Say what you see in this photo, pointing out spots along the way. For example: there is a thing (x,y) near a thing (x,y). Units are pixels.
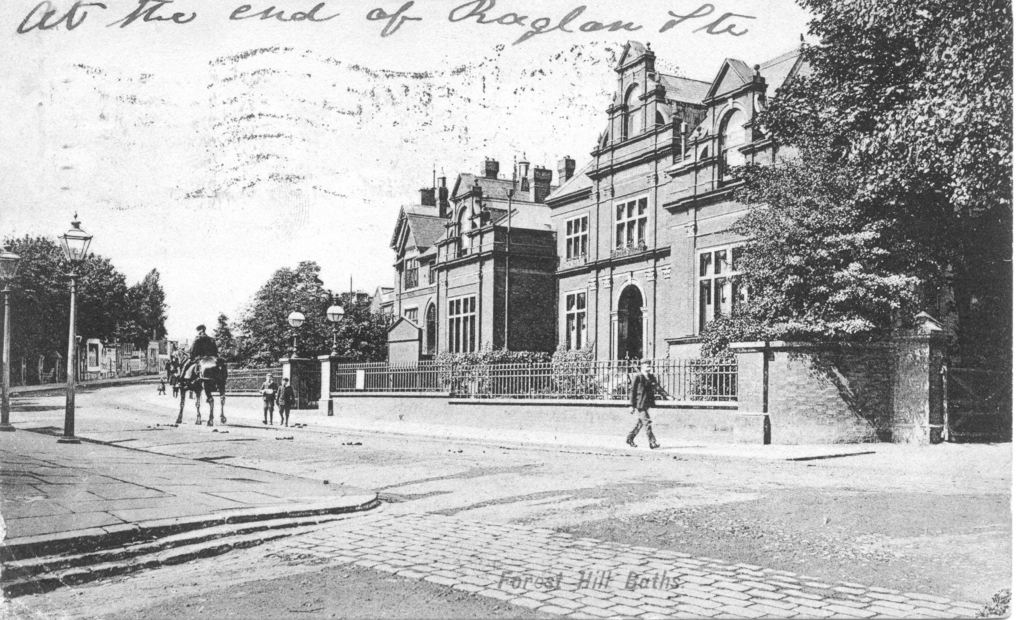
This is a black and white image, and on the left side of the image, we can see a person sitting on a horse (215,375) and there are some other people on the road (362,452). In the background (619,333), there are buildings (521,291), trees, poles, lights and a fence (511,377) and at the top (244,21), there is some text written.
